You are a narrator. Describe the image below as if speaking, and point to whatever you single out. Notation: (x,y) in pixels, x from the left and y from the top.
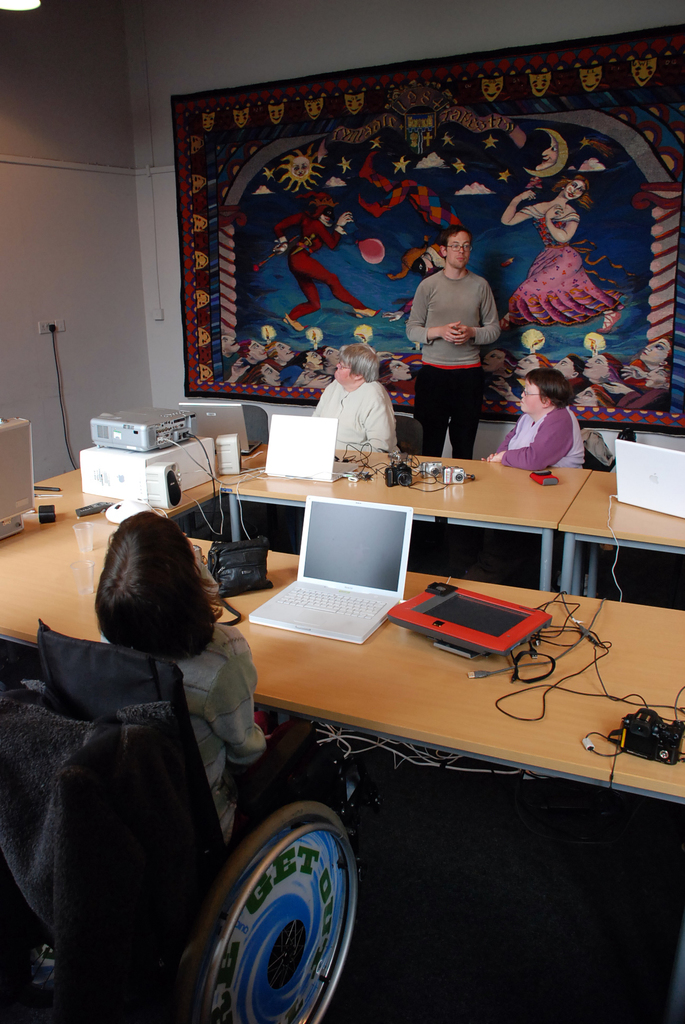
In this image I can see four people (418,413). Among them three people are sitting in-front of the table (661,674) and one person (477,309) is standing. On the table (416,670) there is a laptop (305,573) and some of the objects (209,469). In the background (288,126) there is a banner (282,163) to the wall (107,284).
